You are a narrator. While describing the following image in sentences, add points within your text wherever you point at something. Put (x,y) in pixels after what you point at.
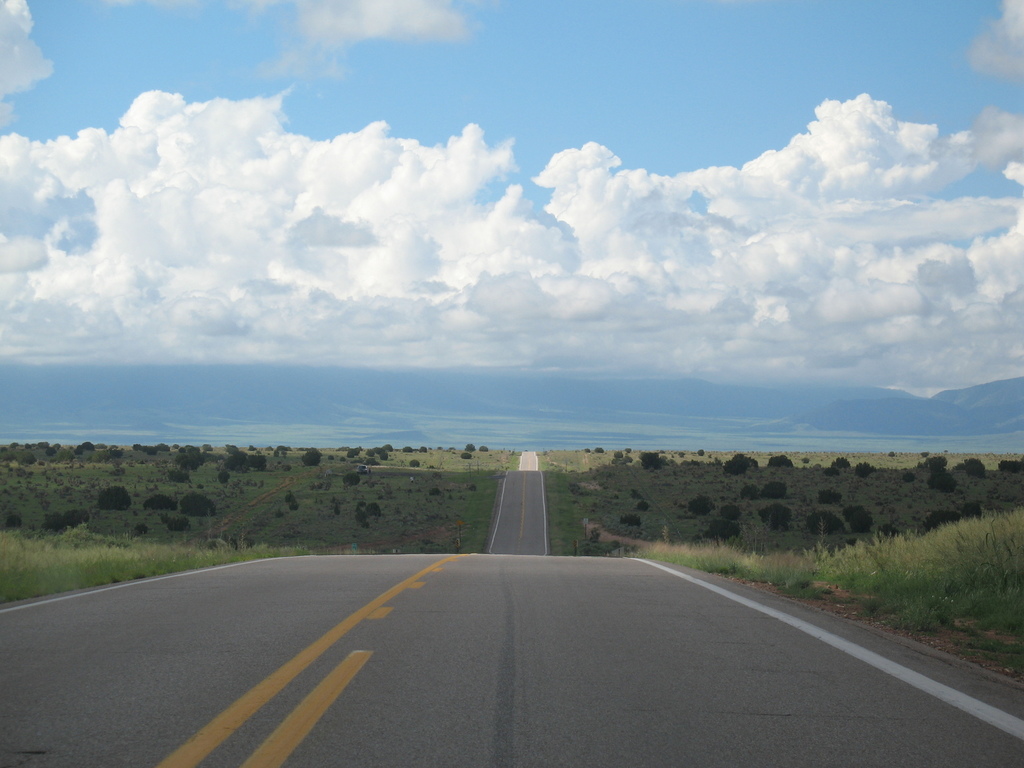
In the center of the image (500,507) a road (533,631) is there. On the left (189,521) and right side of the image (818,523) trees (818,523), grass (896,516) are present. At the top of the image (532,244) clouds (593,331) are present in the sky (533,243).
